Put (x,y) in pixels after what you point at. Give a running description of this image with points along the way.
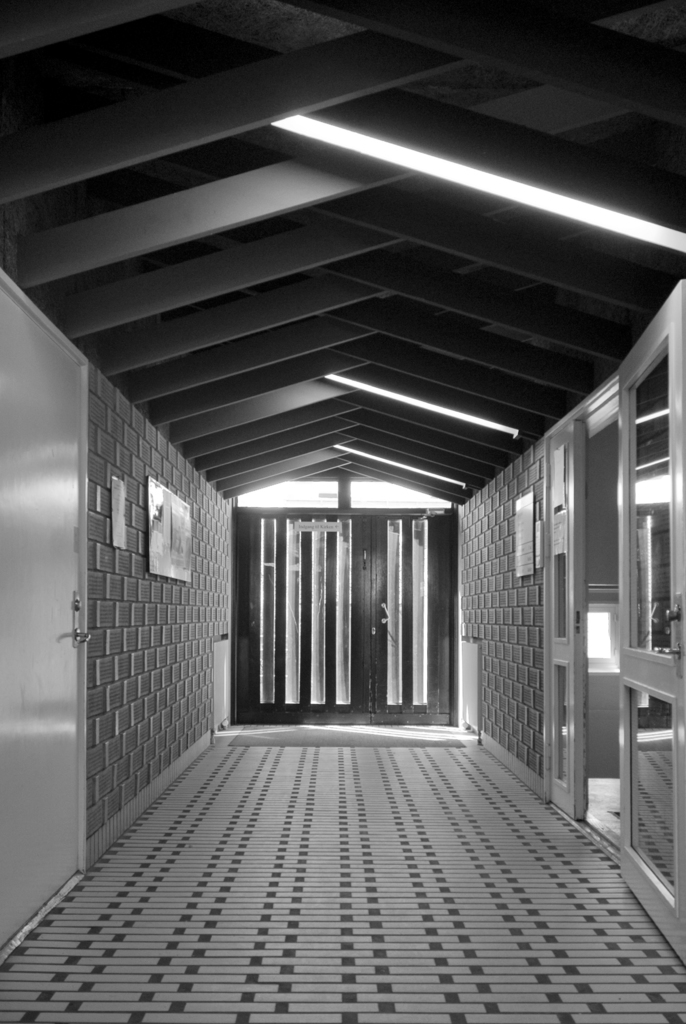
In the picture we can see inside the house (641,527) with walls (94,694) and other room doors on the either sides and in the background (264,603), we can see a door (263,681) and to the ceiling (351,327) we can see the lights (349,381).
